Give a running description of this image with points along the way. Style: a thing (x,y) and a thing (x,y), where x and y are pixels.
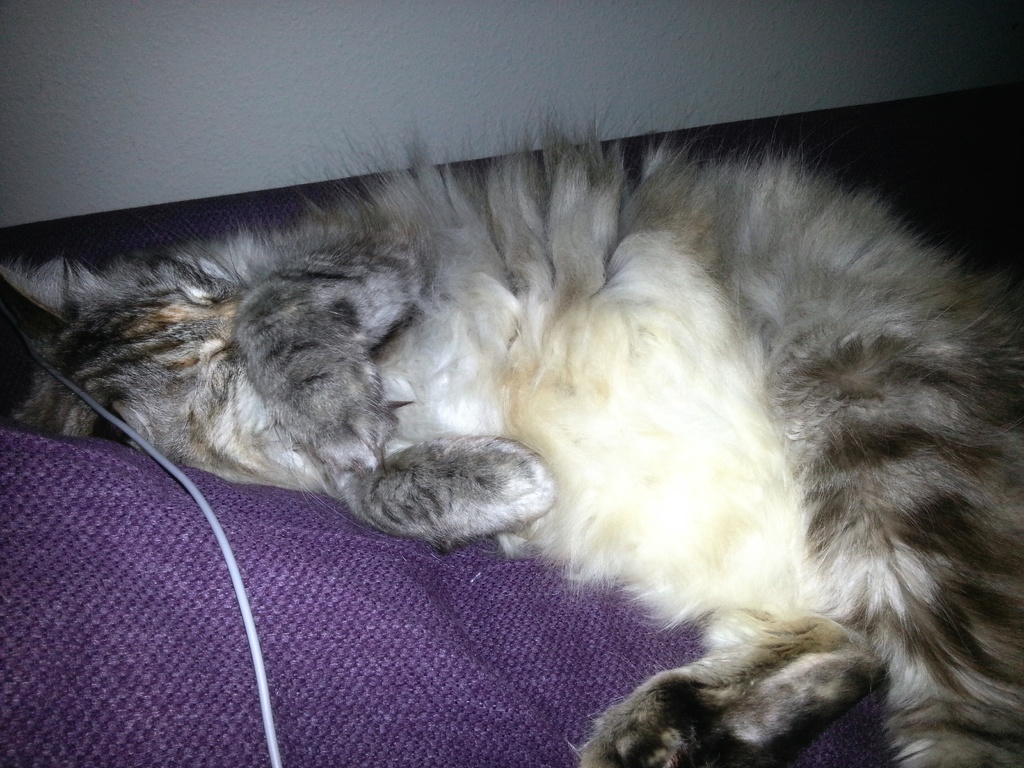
In this picture there is a cat (446,348). He is lying on the bed (525,649). On the left (277,738) I can see the cable (269,728). At the top (696,47) I can see the wall (496,27).
